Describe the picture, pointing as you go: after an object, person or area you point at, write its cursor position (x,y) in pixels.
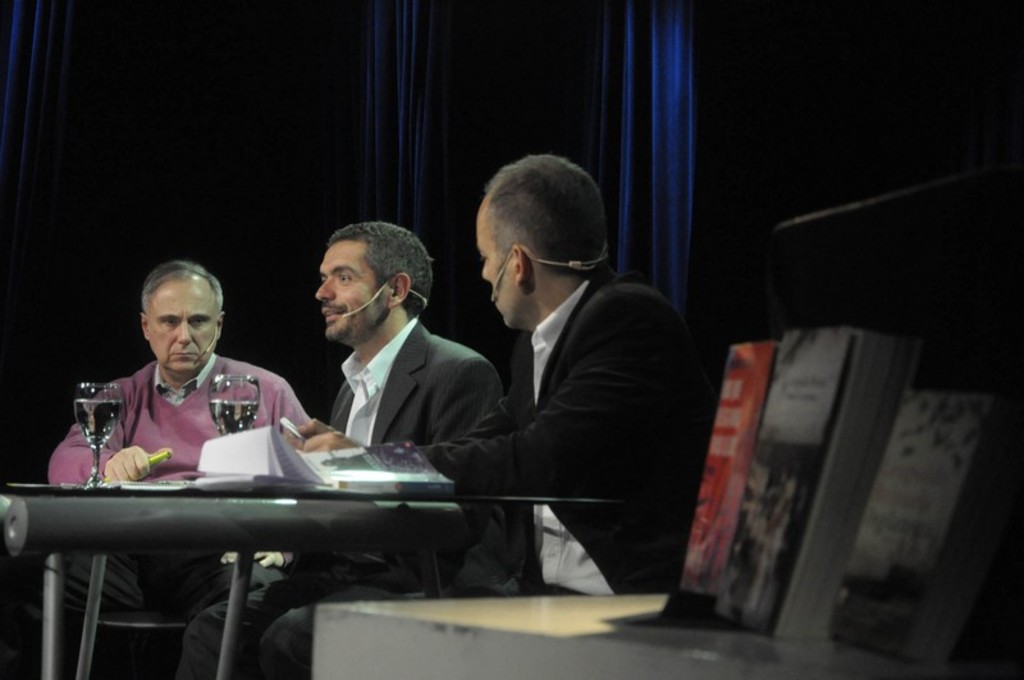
In this image I can see three persons (432,367) sitting on the chairs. On the right side of the image (790,506) I can see three books (800,507). Two people (622,444) are wearing black color suit (420,394) and white shirt (367,414). In front of these people (376,432) there is a table (362,498). I can see some papers (253,454) and glasses (226,420) on it. The person (165,438) from the left side (173,428) is wearing a pink t-shirt (162,422). And in the background (314,155) I can see some curtains (401,110).
